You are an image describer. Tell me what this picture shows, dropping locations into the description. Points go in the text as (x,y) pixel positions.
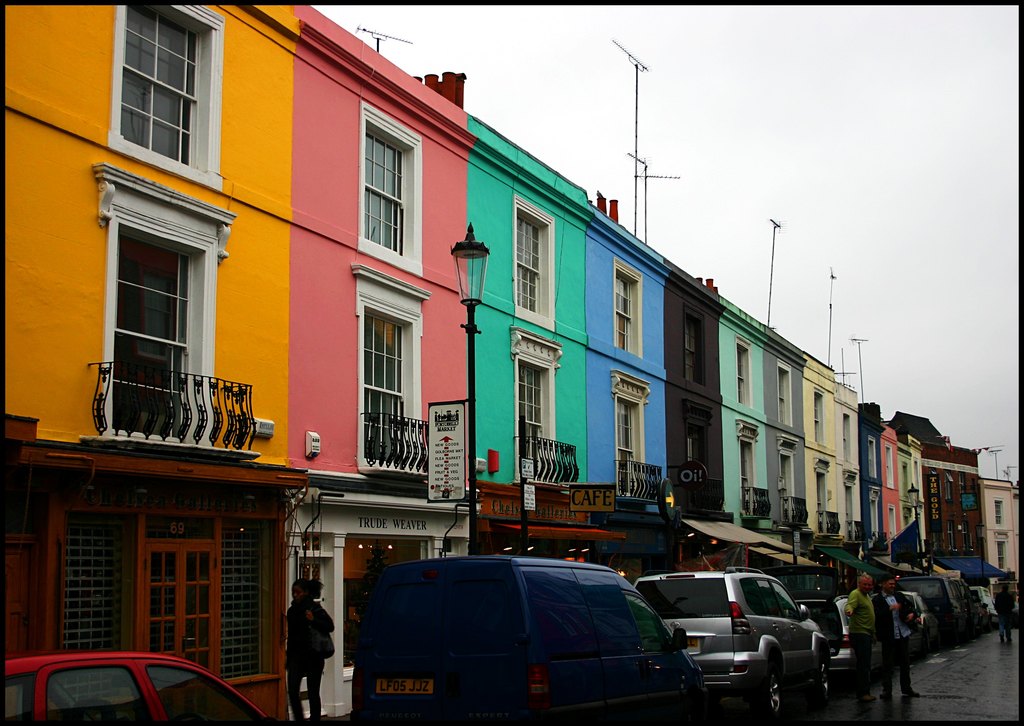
In this picture there are some colorful houses (310,378) with white color windows (388,429) on the road side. In the front (362,555) we can see some shops (123,608) and many cars (599,663) are parked on the road side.
